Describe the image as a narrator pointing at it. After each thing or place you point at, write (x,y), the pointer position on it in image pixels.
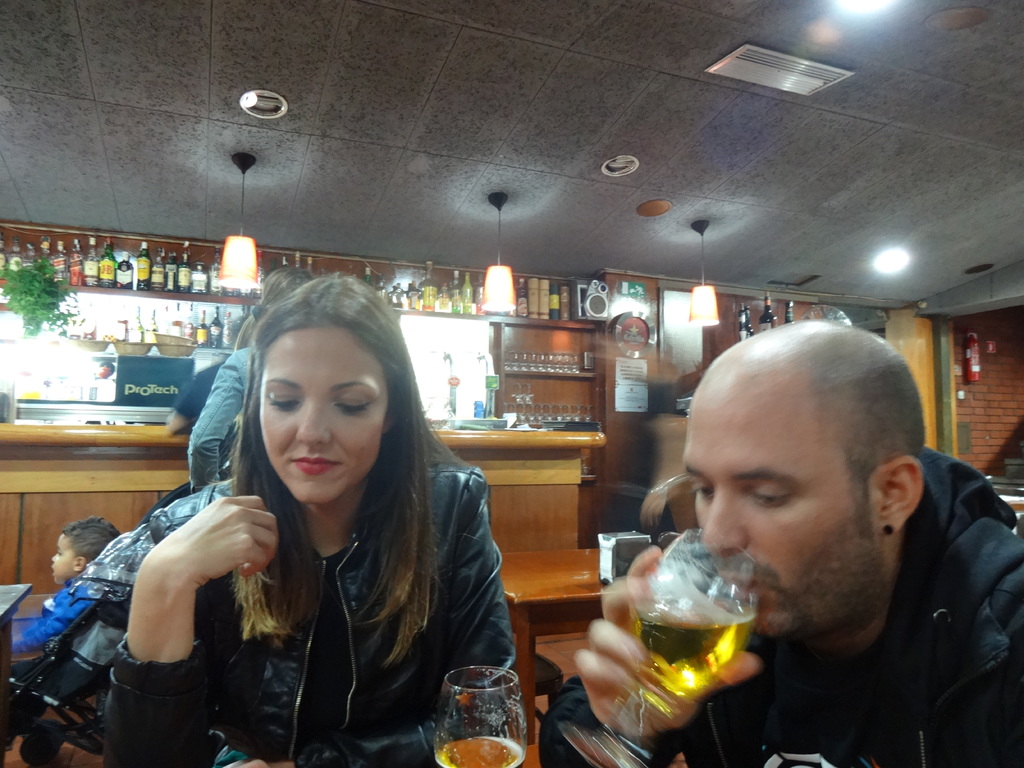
A lady (357,542) with black jacket (282,664) is sitting. And to beside her there is a man (778,722) sitting and drinking. Behind them there is a table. There are many bottles (404,297) in the cupboard (248,313). On the top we can see lamps (492,302).
